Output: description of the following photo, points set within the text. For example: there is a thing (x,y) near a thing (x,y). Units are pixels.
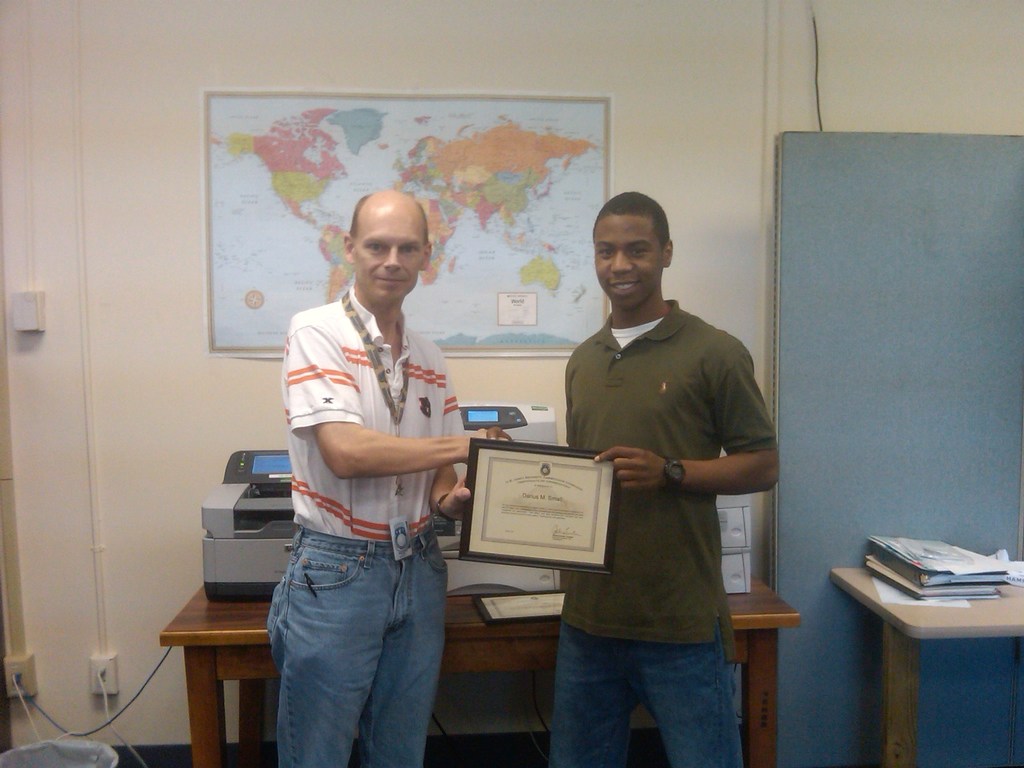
The two persons (428,521) are standing in a room (541,363). On the right side (711,431) we have a one person (644,482). He's wearing a watch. On left side (289,394) we have a another person (326,401). He's wearing a id card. They both are holding a memento (591,535). There is a table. There is a scanner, paper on a table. We can see in background (269,166) world map (235,186) and partition (835,373).
